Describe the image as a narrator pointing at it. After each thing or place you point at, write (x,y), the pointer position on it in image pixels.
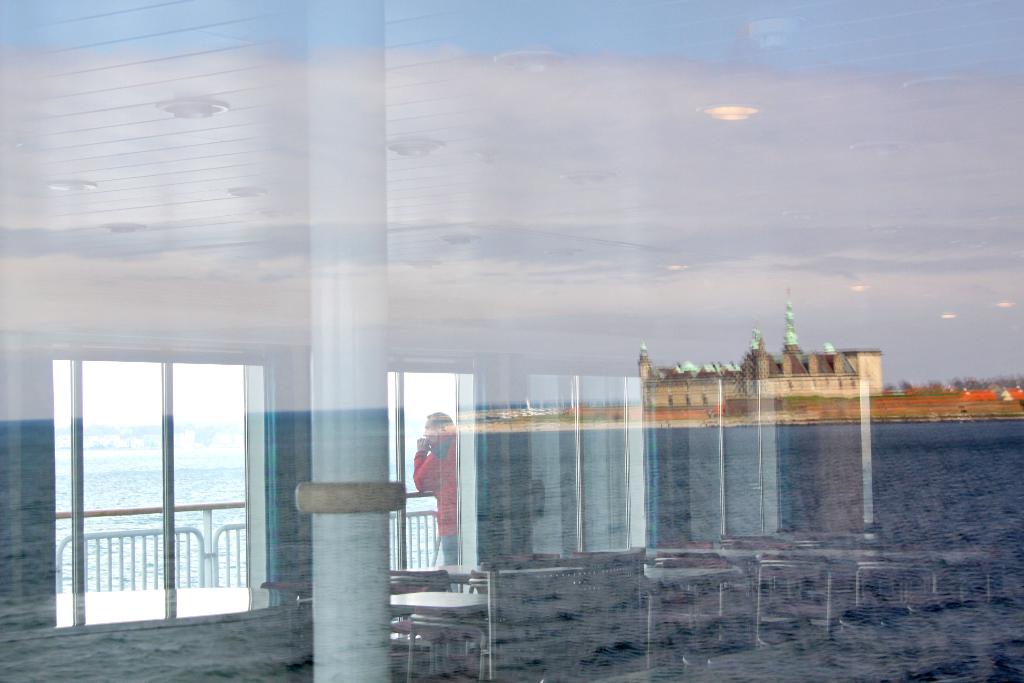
In the picture we can see glass (492,324) on which there is reflection (441,534) of a person (452,543) who is standing, there are some tables (452,607), chairs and we can see water (286,513), there is a building (693,382) and top of the picture (936,186) there is cloudy sky (15,272).
